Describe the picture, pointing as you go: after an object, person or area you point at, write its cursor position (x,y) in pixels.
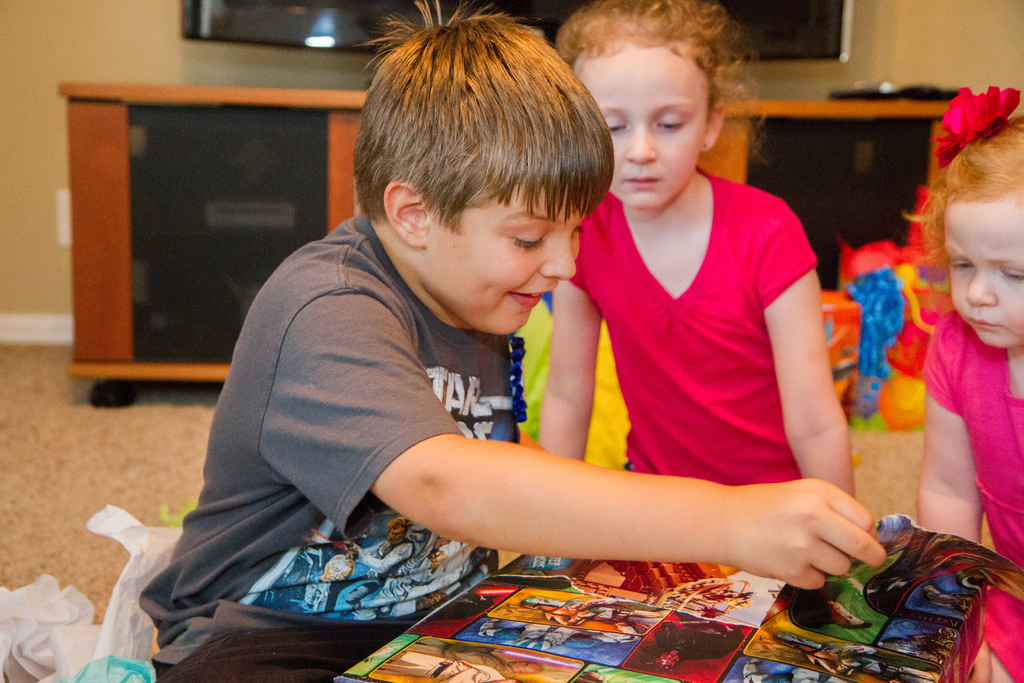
In this image a kid (495,548) is holding an object (597,626) which is having few pictures (646,600) on it. Right side (689,77) there are two kids (991,379). They are wearing red top (682,344). Behind them few objects (601,434) are on the floor (130,461). There is a table (892,103) having an object (911,95) on it. Top of the image (265,4) there is a screen (231,27) attached to the wall (928,79). Left bottom there are few covers (121,594) on the floor (83,464).
